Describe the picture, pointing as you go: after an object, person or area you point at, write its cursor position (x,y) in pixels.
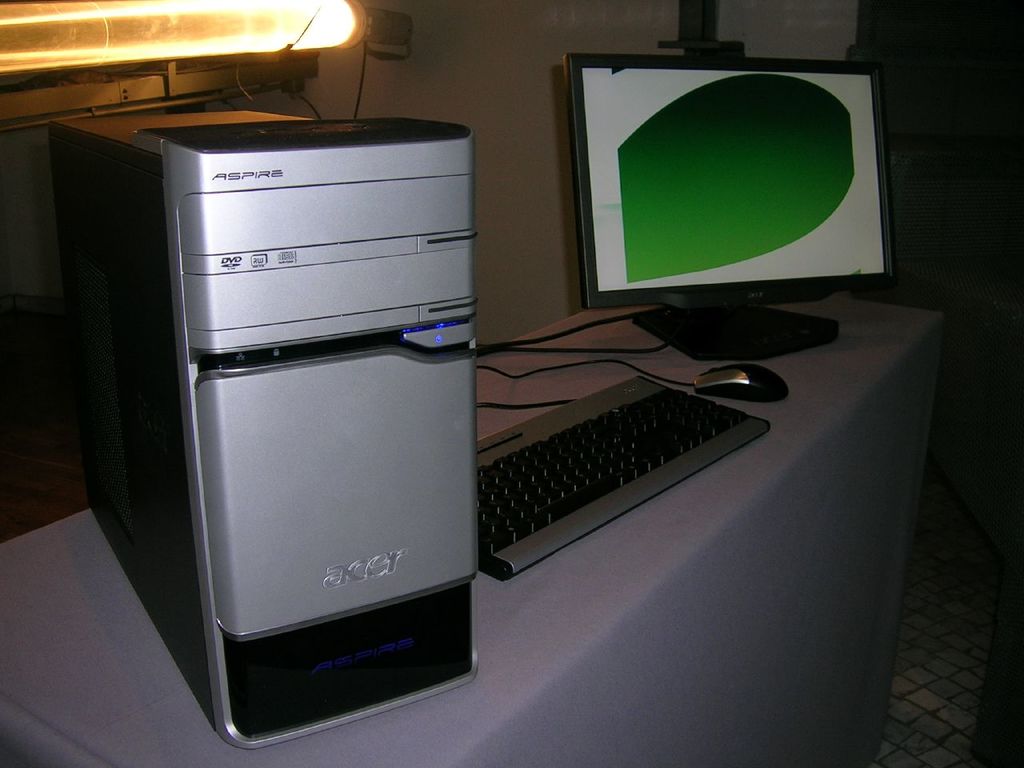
In this picture, we see a white table (718,666) on which CPU (356,284), mouse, keyboard (491,453) and monitor (768,175) are placed. Behind that, we see a white wall (493,99). In the left top (104,32), we see the light (115,42). This picture is clicked inside the room (372,428).
